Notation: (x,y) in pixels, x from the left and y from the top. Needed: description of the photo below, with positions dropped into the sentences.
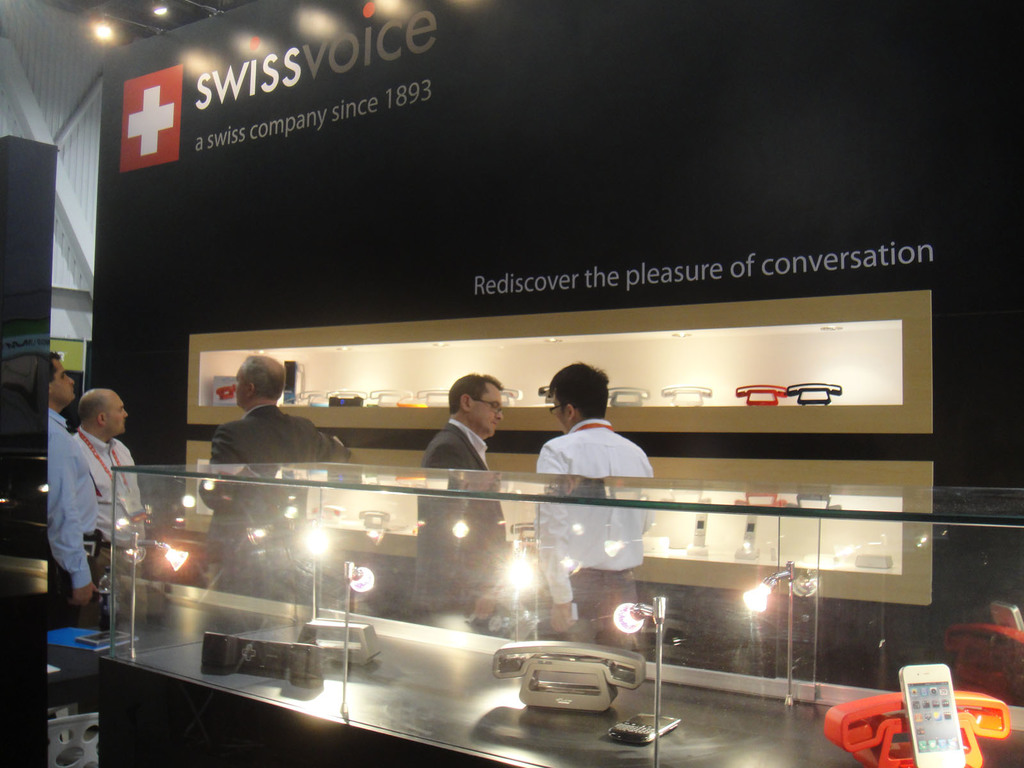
In this image there is a glass box (519,496), in that box (417,709) there are mobiles (279,649) and lights (313,600), in the background (592,452) there are people (578,447) standing and there is a board (727,255), on that board (521,244) there is some text (730,277) and there are mobiles (692,404).
